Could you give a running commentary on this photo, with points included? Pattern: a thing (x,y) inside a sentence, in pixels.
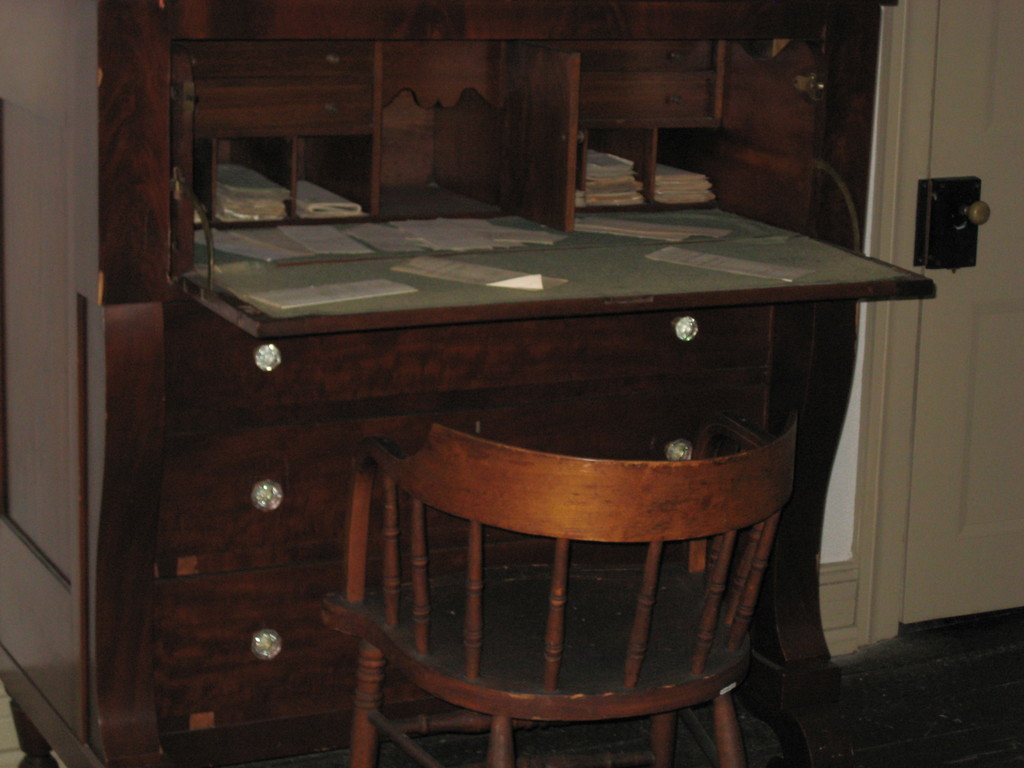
In this image I can see a wooden table (409,292) with drawers (476,356) and racks (446,174). Also there are papers (492,240) and there is a door (955,101).
